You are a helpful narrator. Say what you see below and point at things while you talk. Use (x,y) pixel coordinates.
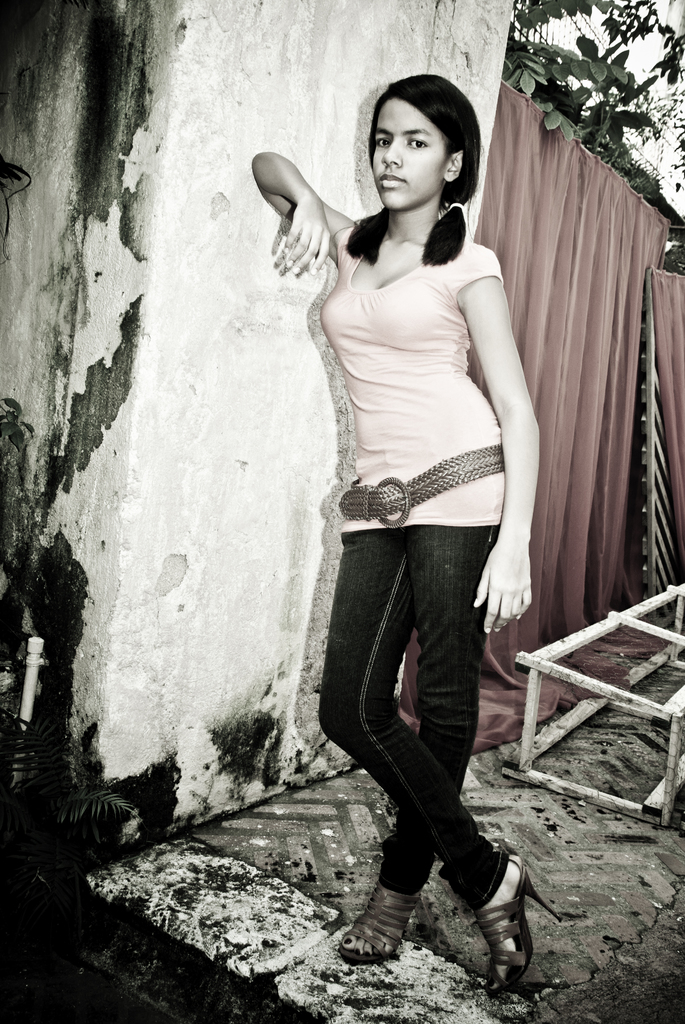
In the picture we can see a black and white image of a girl (489,312) standing and leaning to the wall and behind her we can see a curtain (673,322) and on the top of it, we can see some plants (640,192) and on the floor (611,810) we can see a ladder kind of thing (570,716).
